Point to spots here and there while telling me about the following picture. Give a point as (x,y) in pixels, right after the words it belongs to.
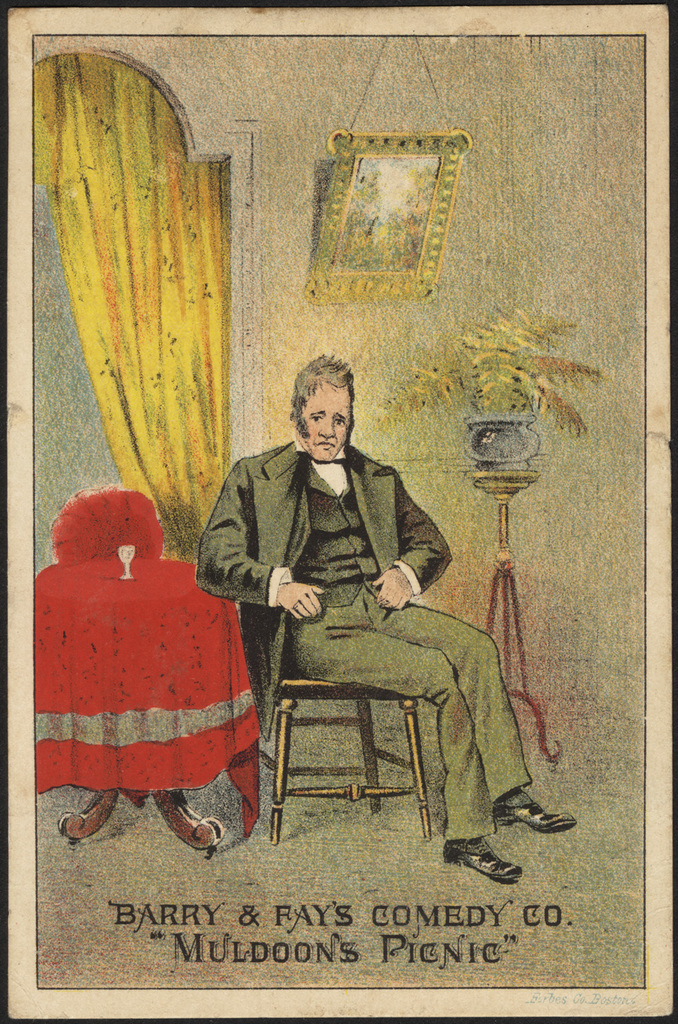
In this image there is one photo frame (312,260), in the photo frame (23,205) there is painting (432,183) and in the center (338,588) there is one person (312,523) who is sitting on chair (336,692). Beside him there is a table (165,562) and chair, and on the right side (505,347) there is a flower pot (525,452), plant (482,353) and on the wall (273,215) there is a photo frame (356,181). On the left side (133,266) there is a curtain (161,379), and at the bottom of the image (296,912) there is some text (253,935).
